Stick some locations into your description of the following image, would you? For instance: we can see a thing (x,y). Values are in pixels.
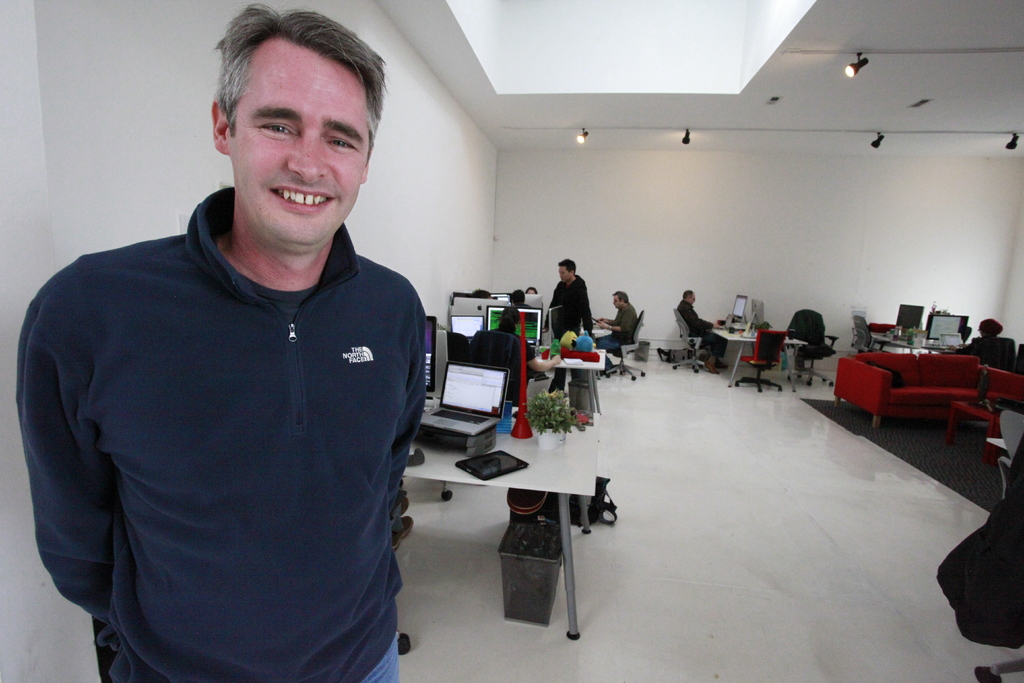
In this image there is a person (46,521) wearing a blue color jacket (258,468). In the background of the image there are tables (599,334). there are chairs (628,341). there are people (615,318) sitting on chairs (473,352). There is a sofa (883,358). At the top of the image (906,83) there is a ceiling (688,91) with lights (688,127). At the bottom of the image (726,555) there is floor (697,550).
